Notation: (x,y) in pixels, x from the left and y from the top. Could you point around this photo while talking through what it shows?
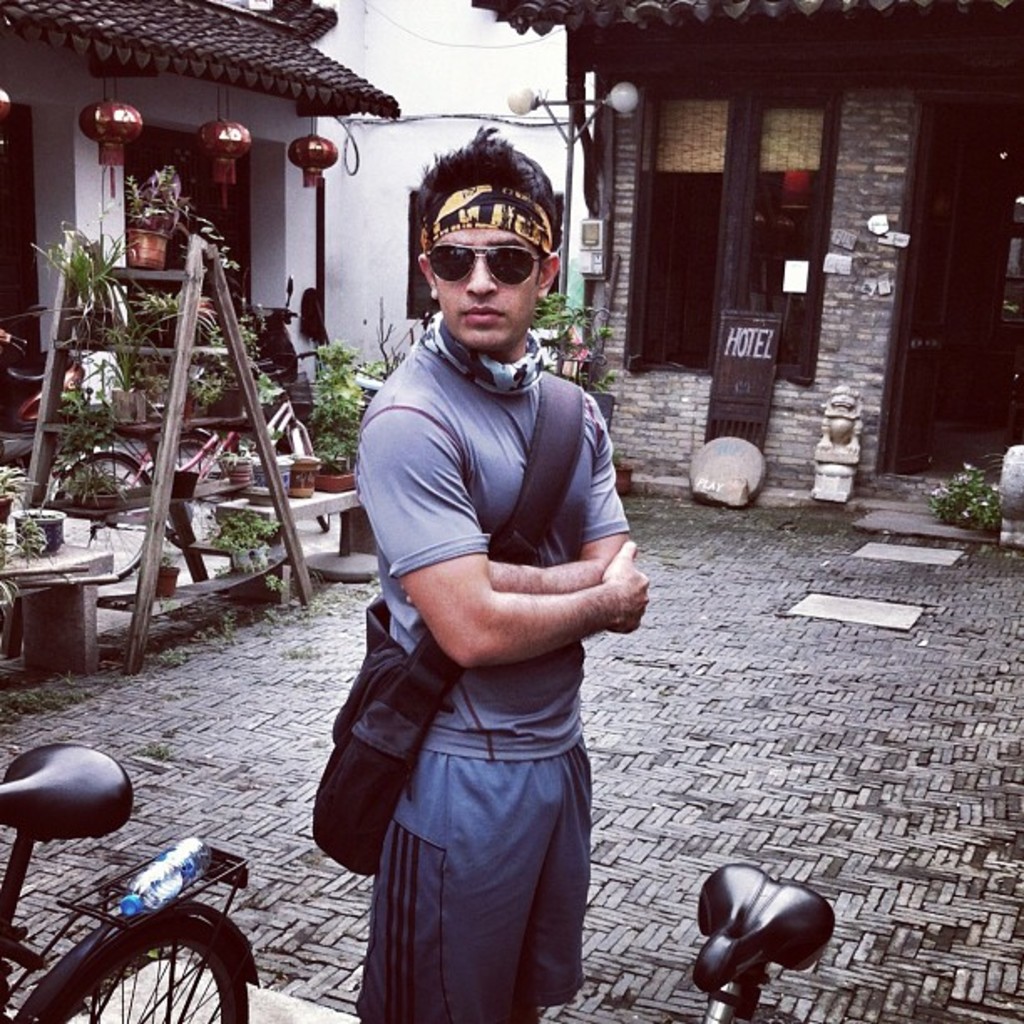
In this image in the center (479,466) there is one person (499,631) standing, and he is wearing a bag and goggles (436,272). At the bottom (144,927) there are cycles (789,941), in the background (171,515) there is a ladder (183,533), flower pots (254,477), plants (193,375), cycles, houses (542,130), pole (562,103), light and some boards (738,343). At the bottom (659,756) there is walkway (901,594).
